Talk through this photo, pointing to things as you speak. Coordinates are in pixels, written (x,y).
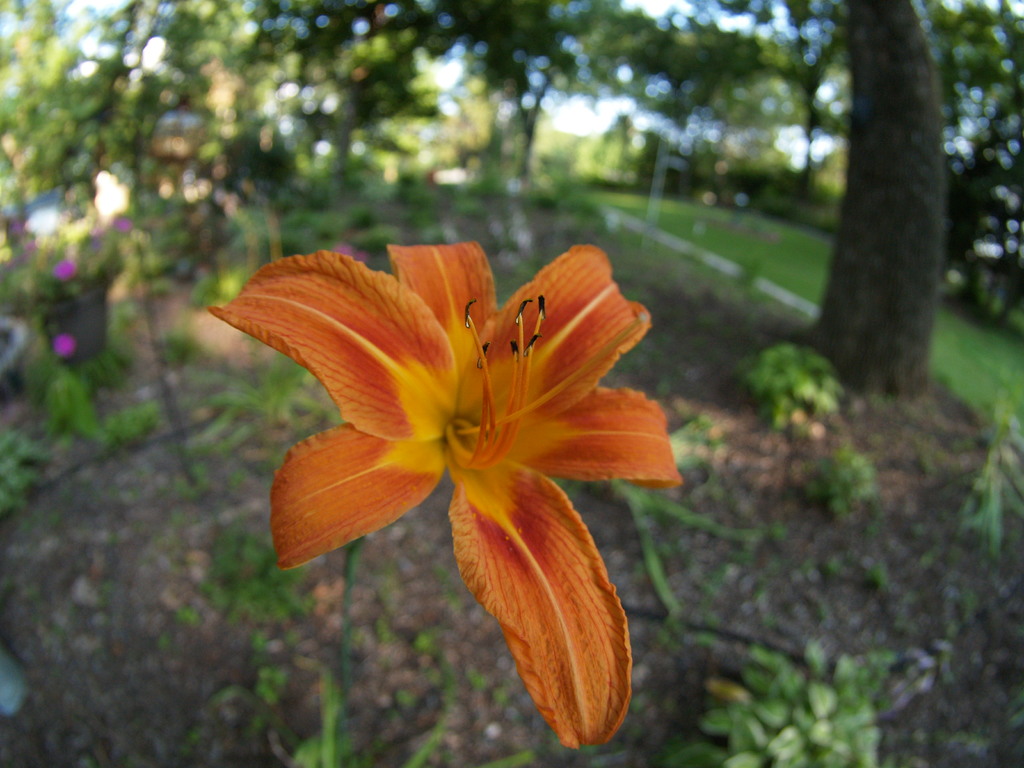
In the middle of this image (504,445), we can see there is an orange color flower (481,409) of a plant (325,729). In the background (334,163), there are trees (547,82), plants (550,206) and grass (1017,369) on the ground (987,327) and there is sky (681,11).
